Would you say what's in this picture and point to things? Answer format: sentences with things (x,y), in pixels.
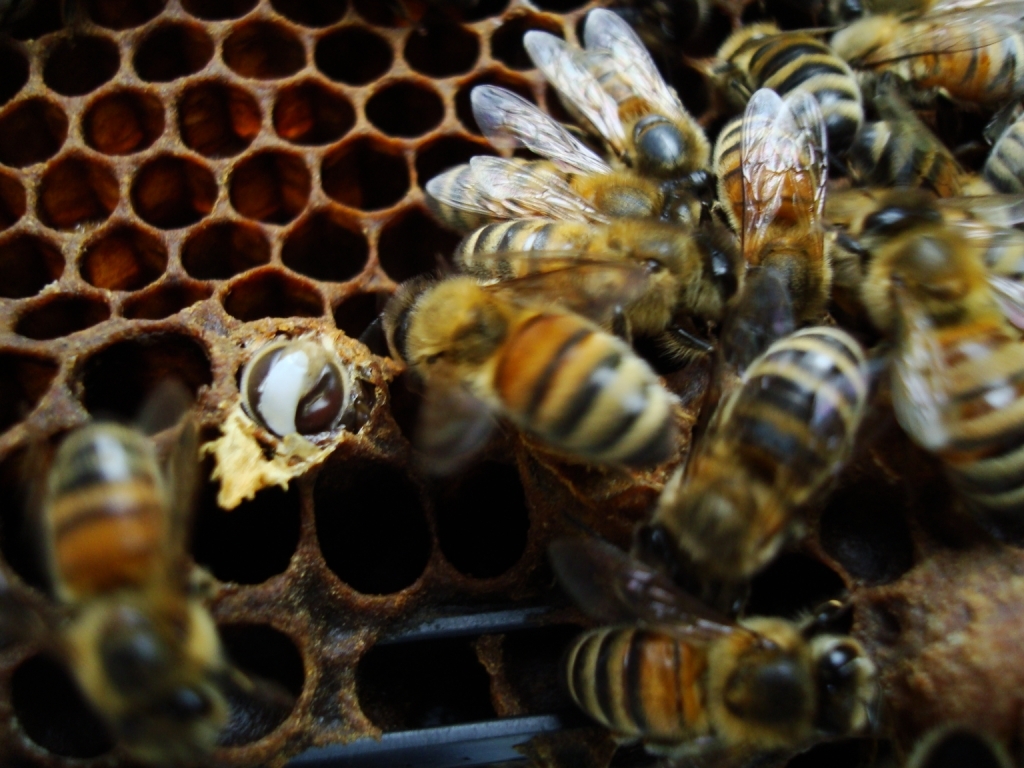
In this picture we can see honey bees (618,361) on a nest (295,559).
